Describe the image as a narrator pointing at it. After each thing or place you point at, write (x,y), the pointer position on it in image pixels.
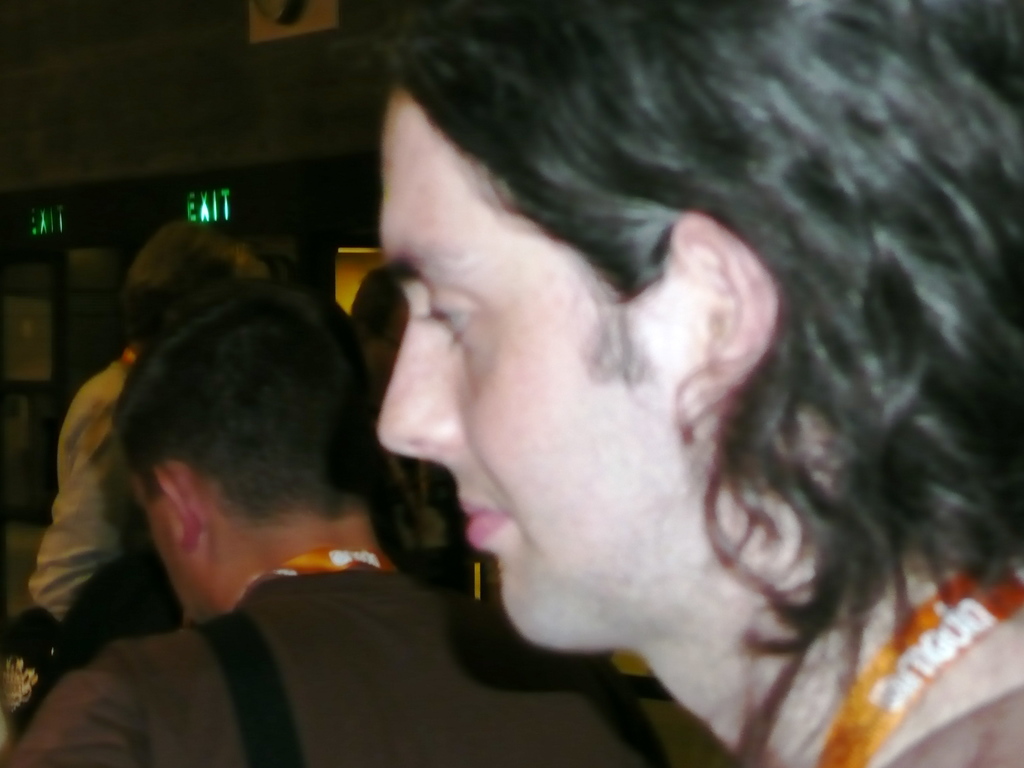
In this picture I can see there are few people (984,356) standing here and the man (888,717) on to right (805,718) is wearing a tag (847,731) and a shirt (923,760), he is looking at left side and there is a wall (244,225) in the backdrop (162,143).
